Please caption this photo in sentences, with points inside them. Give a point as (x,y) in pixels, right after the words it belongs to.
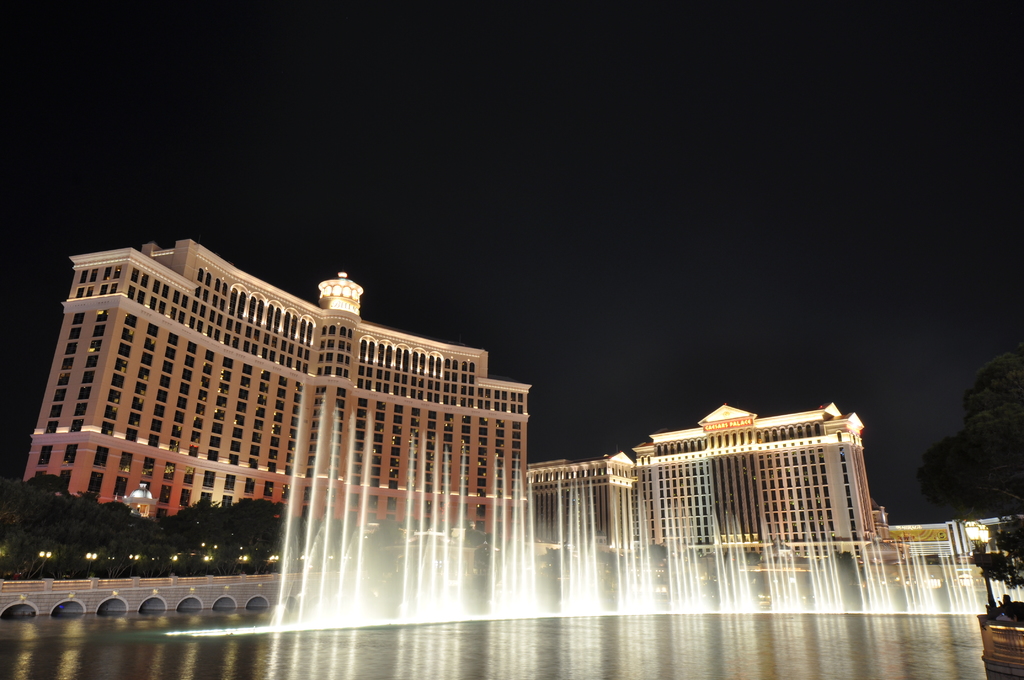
Here we can see water (676,561). On the background (807,455) we can see buildings (195,494), trees (92,525), lights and sky (609,453).
